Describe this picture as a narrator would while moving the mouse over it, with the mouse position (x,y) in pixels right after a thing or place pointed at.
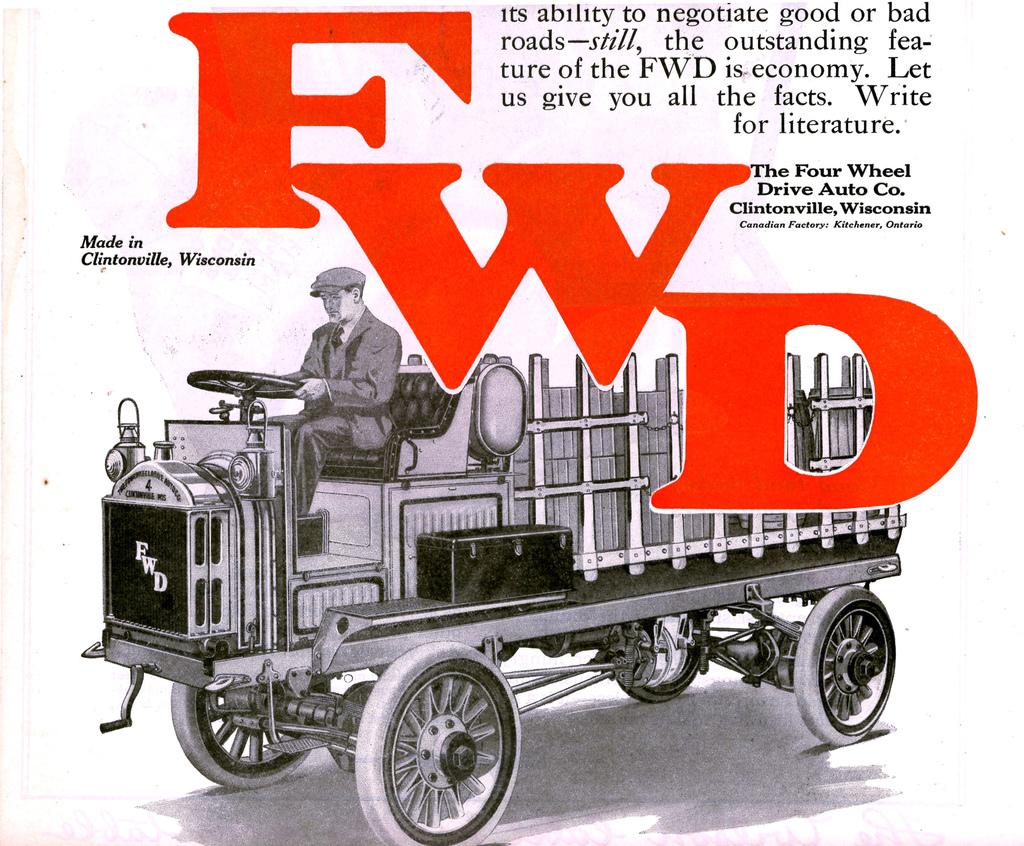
This is a poster (788,639) having a painting (344,480), red color letters (722,418) and black color texts (839,191). In this painting (822,447), we can see there is a person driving a vehicle (602,540). And the background (906,753) is white in color.
